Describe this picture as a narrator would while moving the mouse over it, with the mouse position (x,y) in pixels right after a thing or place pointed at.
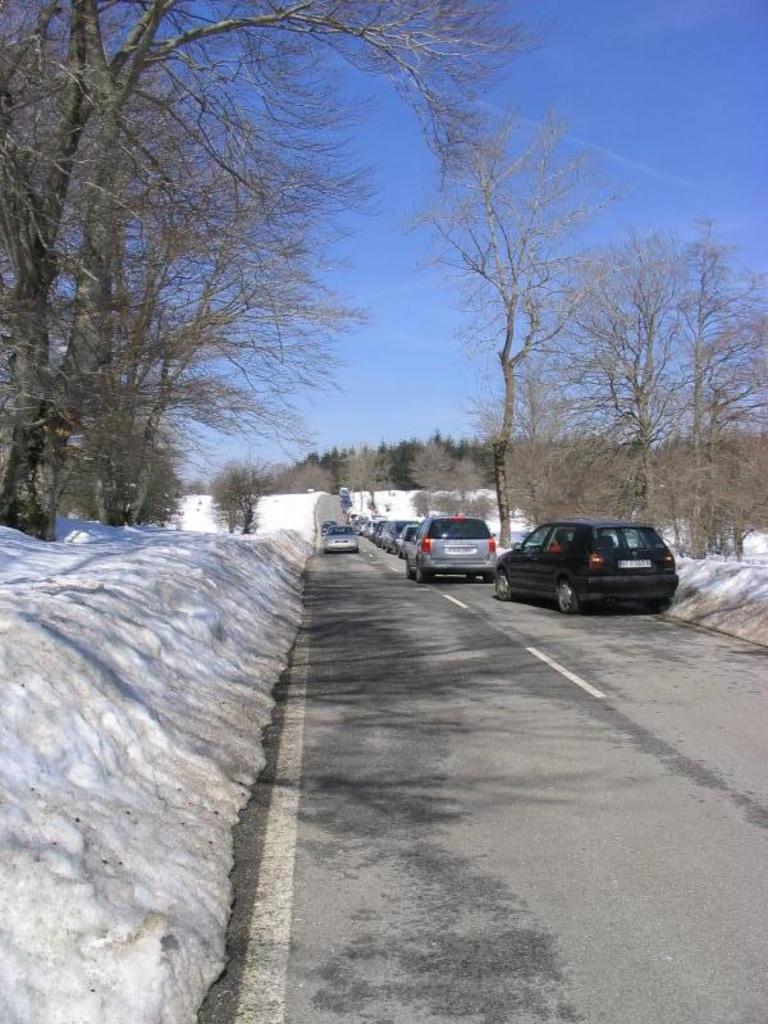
In this image we can see some vehicles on the road (357,619), snow (57,988) on the ground (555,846), some trees (436,466), bushes (222,492), plants (742,473) and grass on the ground (207,510). At the top (654,163) there is the sky (446,358).
